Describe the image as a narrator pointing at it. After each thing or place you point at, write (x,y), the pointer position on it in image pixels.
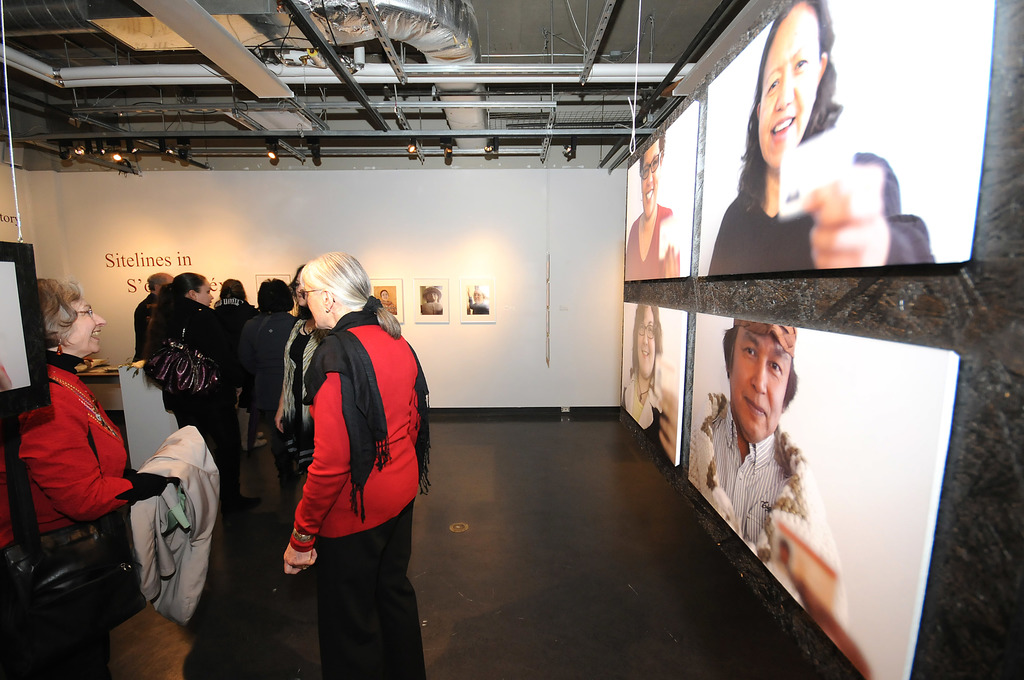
In this image, we can see people (95,457) wearing bags (98,536) and one of them is holding a coat (182,460) and there are some other people (320,354) wearing scarfs (327,349). In the background (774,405), there are screens (682,242) and we can see people (648,230) on them and there are boards (19,271). At the top (205,85), there are lights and there is a roof (573,50). At the bottom (523,577), there is a floor (493,577).
